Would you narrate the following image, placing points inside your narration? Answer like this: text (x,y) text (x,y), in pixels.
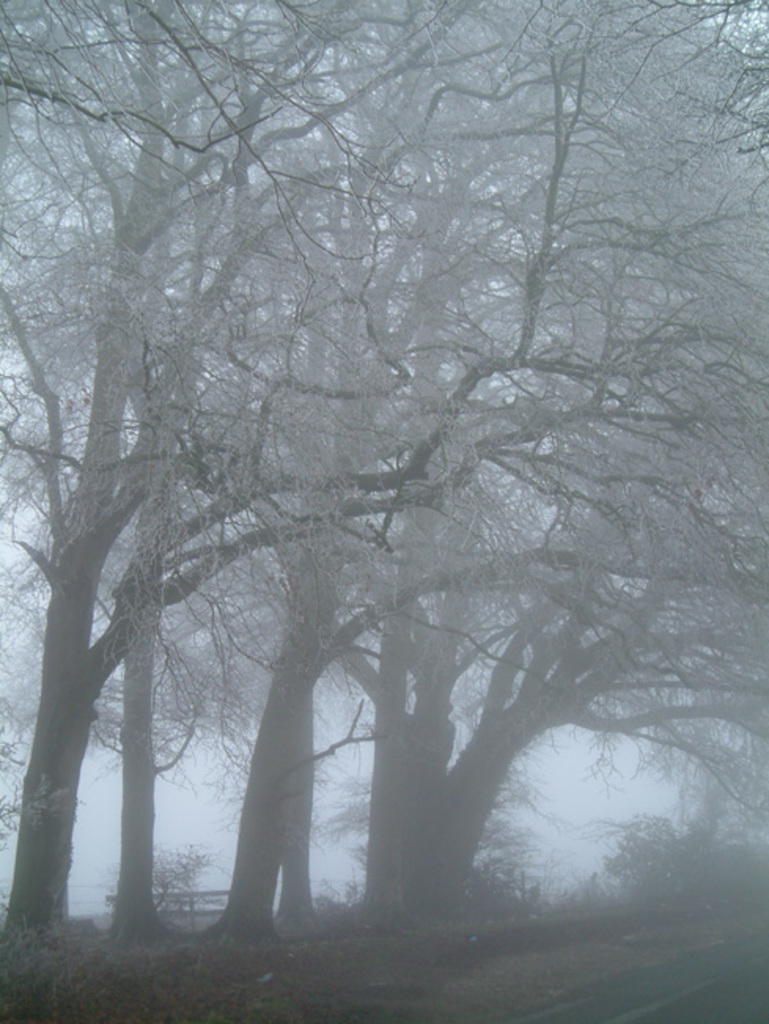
In the picture I can see the trees (633,544). I can see a road (755,990) on the bottom right side (699,990). This is looking like a wooden bench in between the trees (442,841).
